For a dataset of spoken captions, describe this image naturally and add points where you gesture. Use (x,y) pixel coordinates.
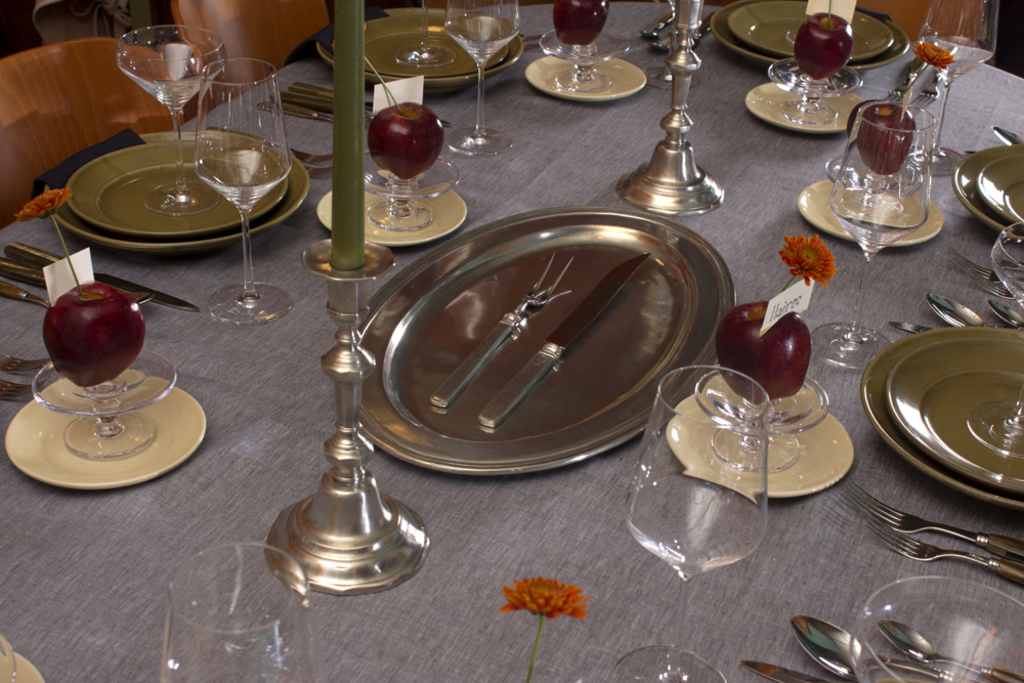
In this picture we can see some plates (445,313), knives (576,313), candle stands (333,284), glasses (245,170), fruits (65,326) on the table (269,430).
